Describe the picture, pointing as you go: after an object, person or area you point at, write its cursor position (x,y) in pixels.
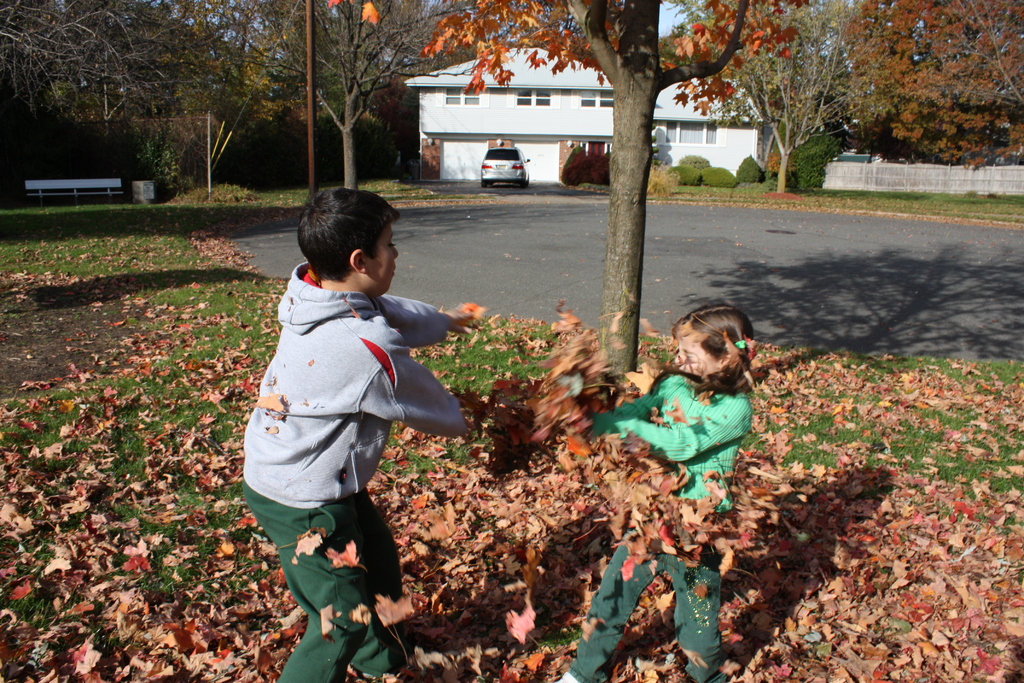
In this image I can see 2 children (579,681) playing with dry leaves (156,678). There are trees (631,100), pole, a bench (49,186) on the left (81,182). There is a building (709,136) and a car (512,171) at the back (498,168).
